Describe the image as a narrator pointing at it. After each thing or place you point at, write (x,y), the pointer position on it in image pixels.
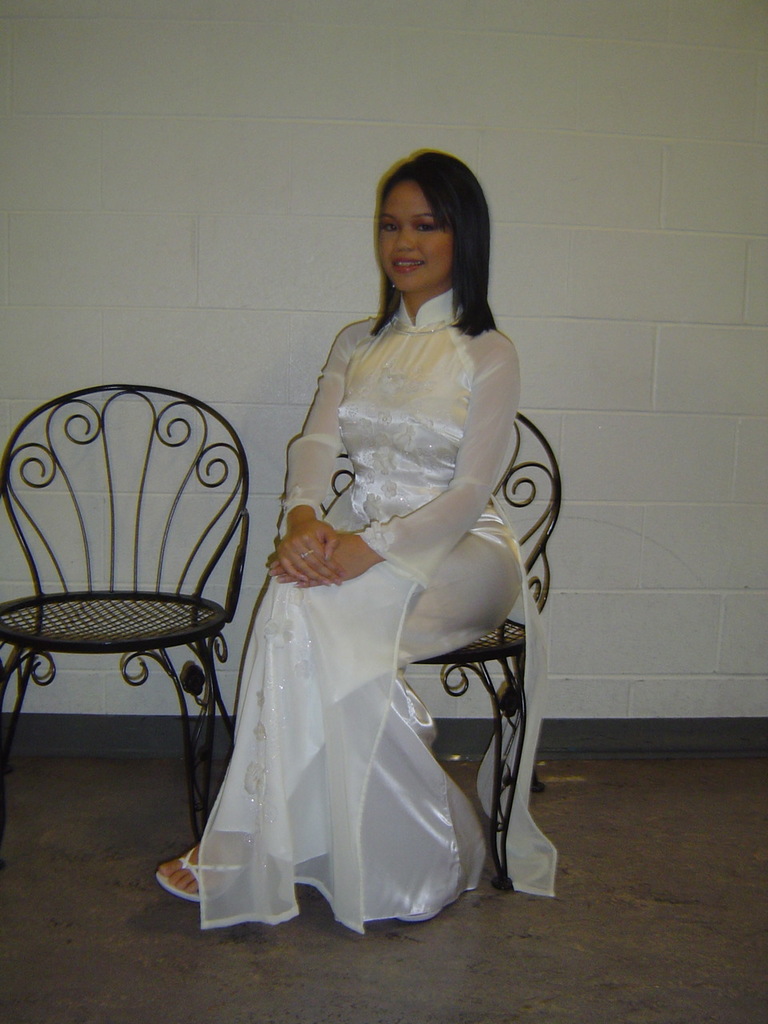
In the photograph, there is a woman (383,581) wearing white color dress (362,630), she is sitting on a chair (504,641) there is another empty chair (44,600) beside her to the left (227,576), behind the woman (355,419) there is a white color wall (665,111).
